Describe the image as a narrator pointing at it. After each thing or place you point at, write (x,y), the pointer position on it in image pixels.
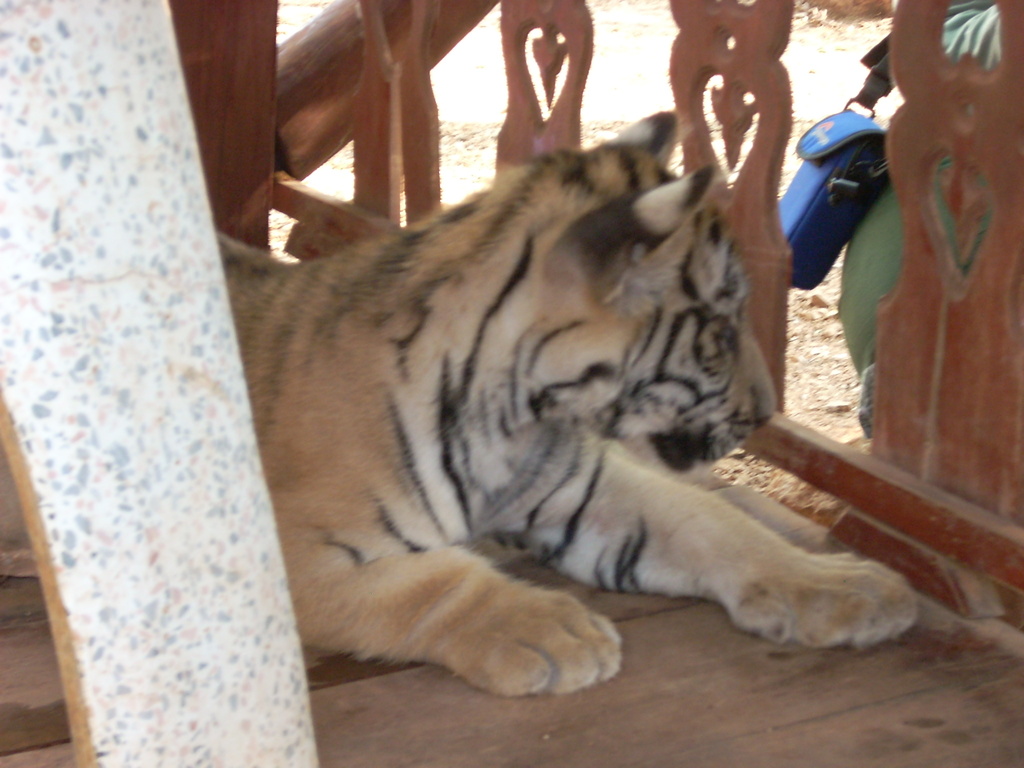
In this image, we can see a tiger (425,462) and there is a wooden frame (347,60).
